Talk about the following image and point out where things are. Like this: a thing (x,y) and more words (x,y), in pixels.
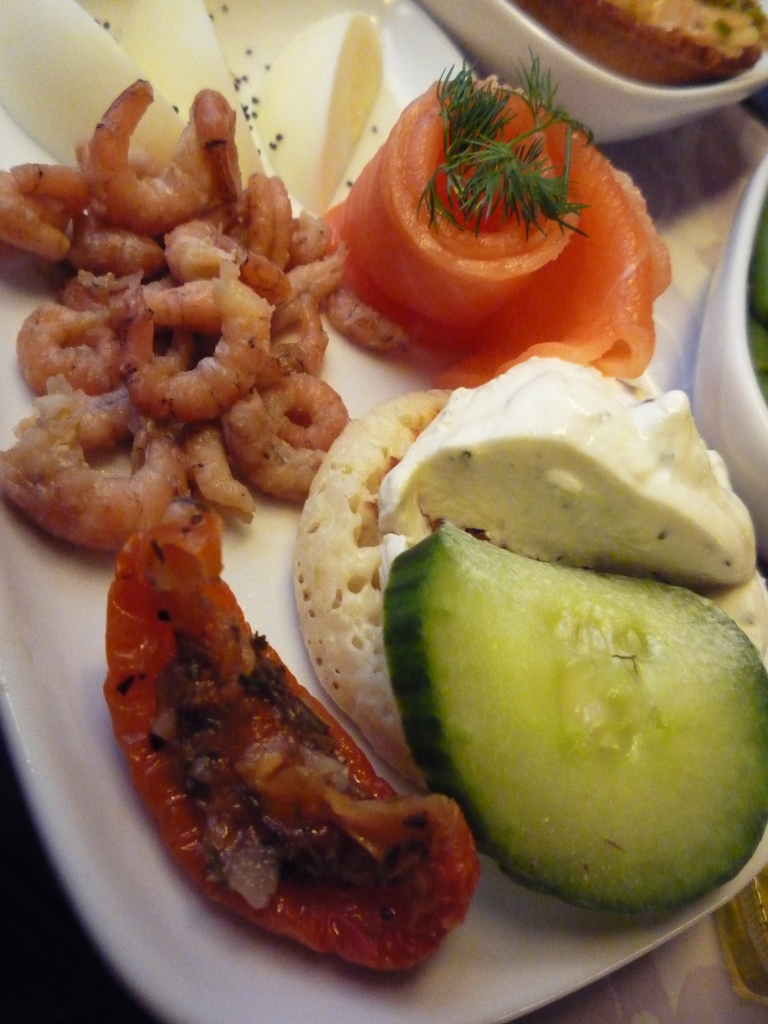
Here we can see food items (229,280) and two bowls (564,88) with food (623,60) in it on a plate (37,597) on the platform (725,126).
